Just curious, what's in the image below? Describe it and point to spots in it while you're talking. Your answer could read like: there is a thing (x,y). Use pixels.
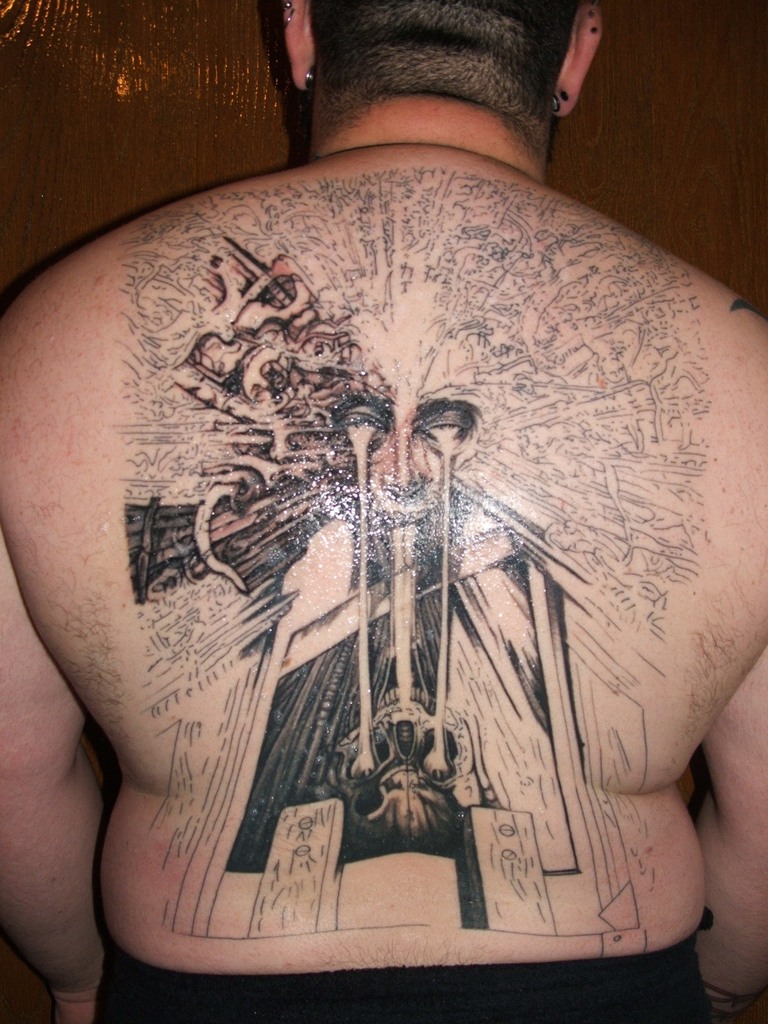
On this person's body (564,853) there is a tattoo (148,443). Background (253,94) we can see wooden wall (197,133).
